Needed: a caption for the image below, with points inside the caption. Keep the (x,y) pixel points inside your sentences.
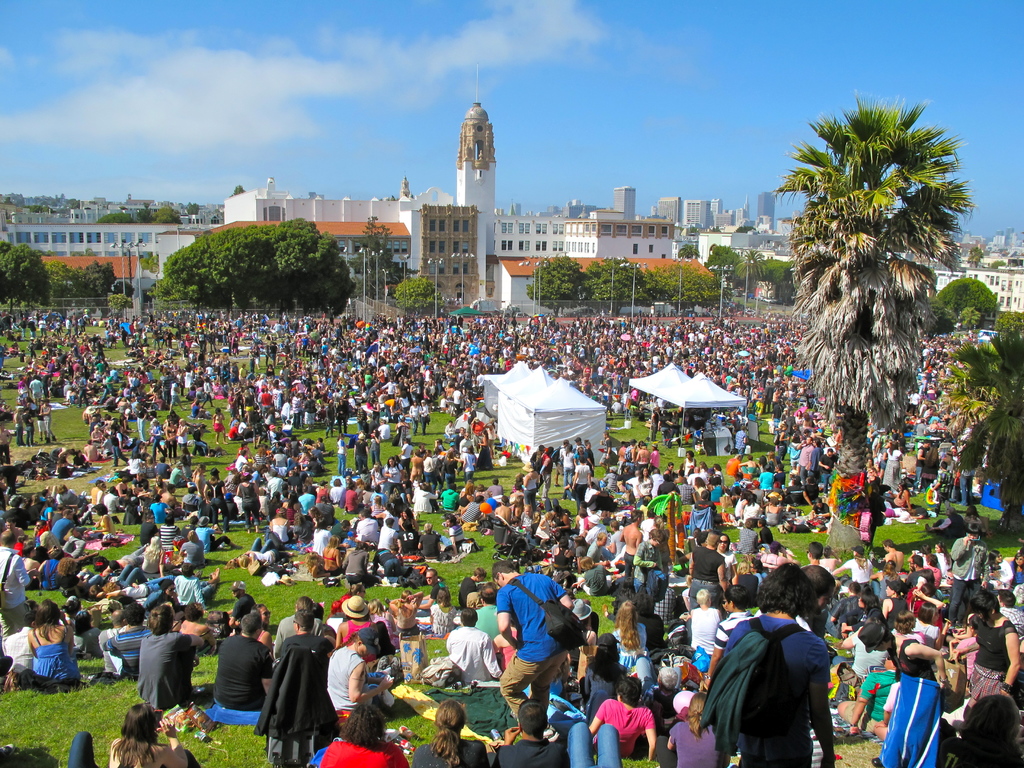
In this picture we can see a group of people (418,551) sitting on grass (646,430), tents (690,396), buildings (148,240), trees (892,271) and in the background (56,166) we can see the sky (624,80) with clouds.
